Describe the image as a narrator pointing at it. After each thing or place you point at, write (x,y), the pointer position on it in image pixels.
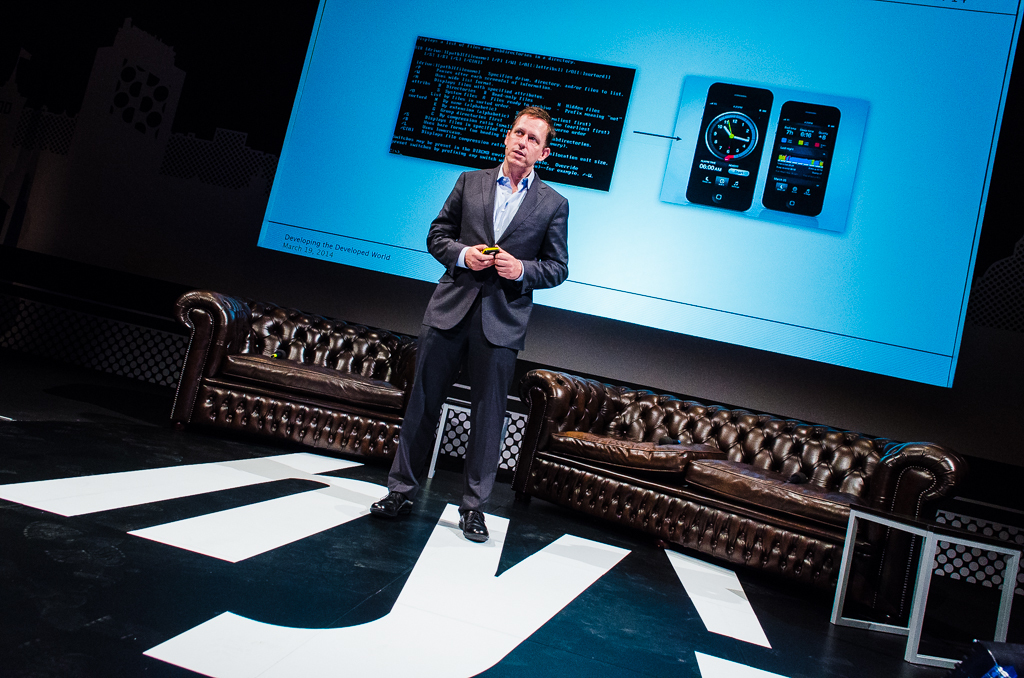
In this image I can see a person (480,395) wearing black and white colored dress (476,321) is standing on the black and white colored floor (449,598). I can see two couches (640,462) which are brown in color, a huge screen (740,144) and the black colored background (85,27).
